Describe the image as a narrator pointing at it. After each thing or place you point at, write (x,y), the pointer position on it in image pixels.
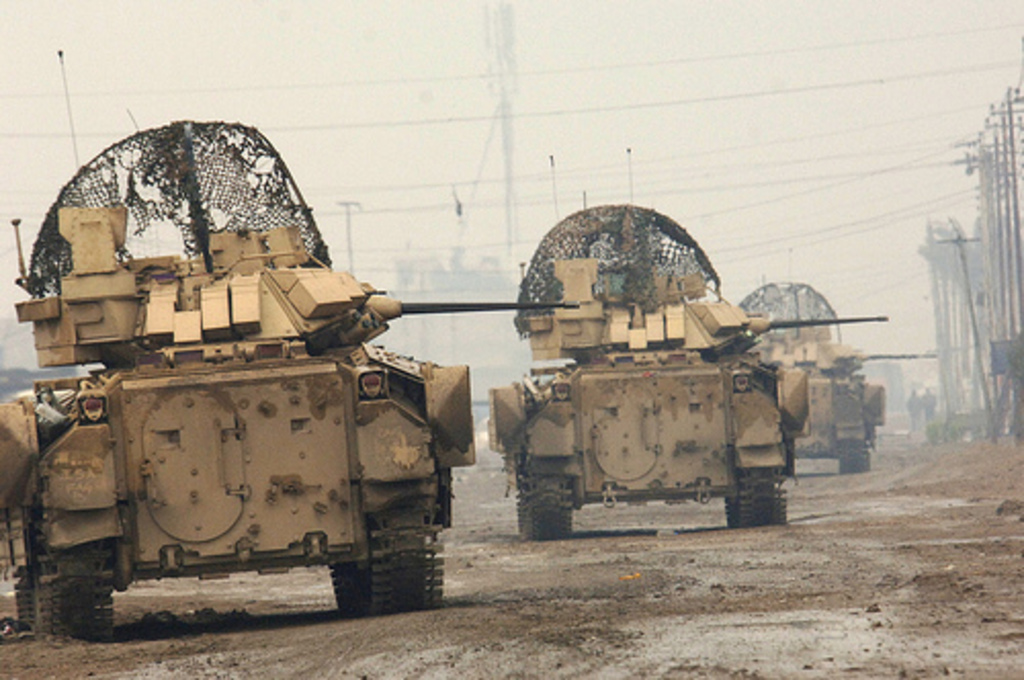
In this image we can see a few vehicles (700,471) which looks like tank (720,445), on the right side of the image (990,279) there are a few poles (971,297) and wires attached to the poles (980,206) and sky (791,109) in the background (808,262).
